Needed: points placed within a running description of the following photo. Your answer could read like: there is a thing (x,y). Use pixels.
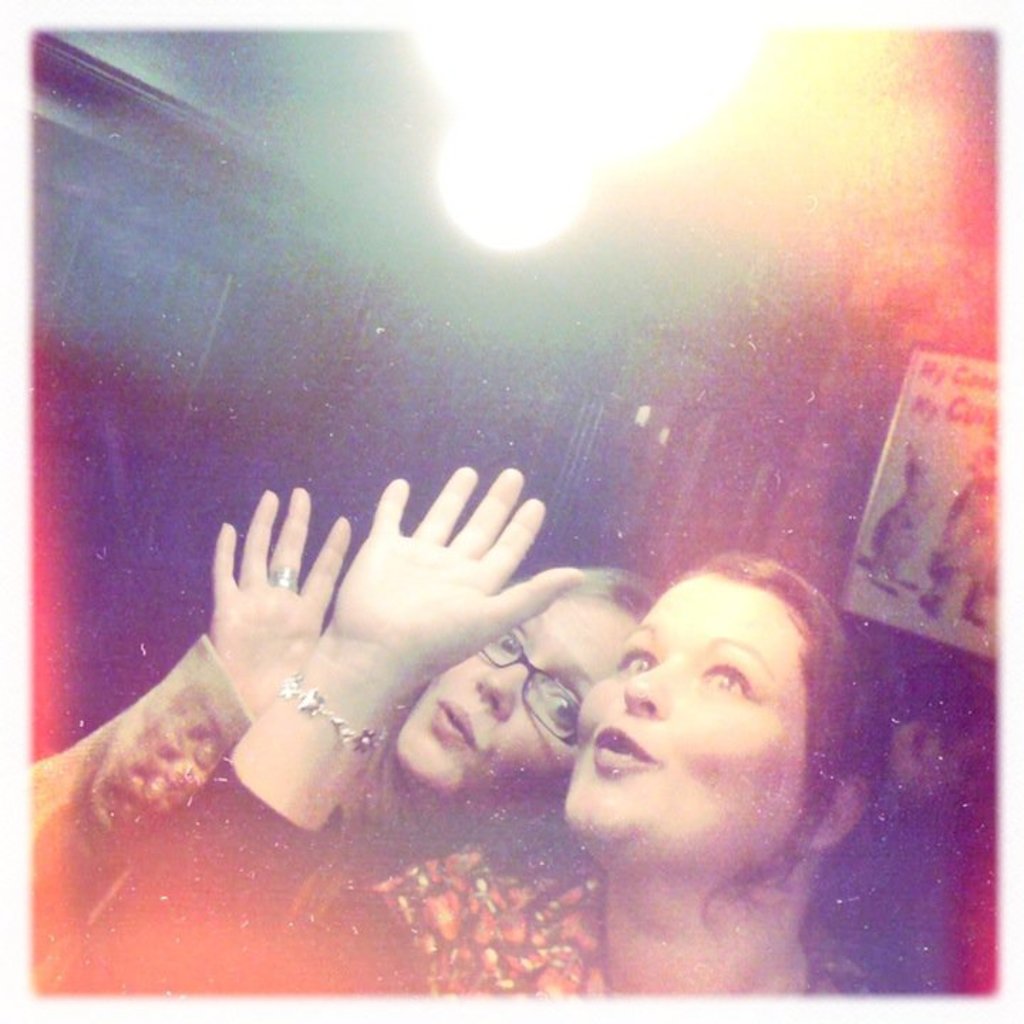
There are two women (353,592). In the background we can see board (982,608). At the top (584,55) we can see light (453,44).
